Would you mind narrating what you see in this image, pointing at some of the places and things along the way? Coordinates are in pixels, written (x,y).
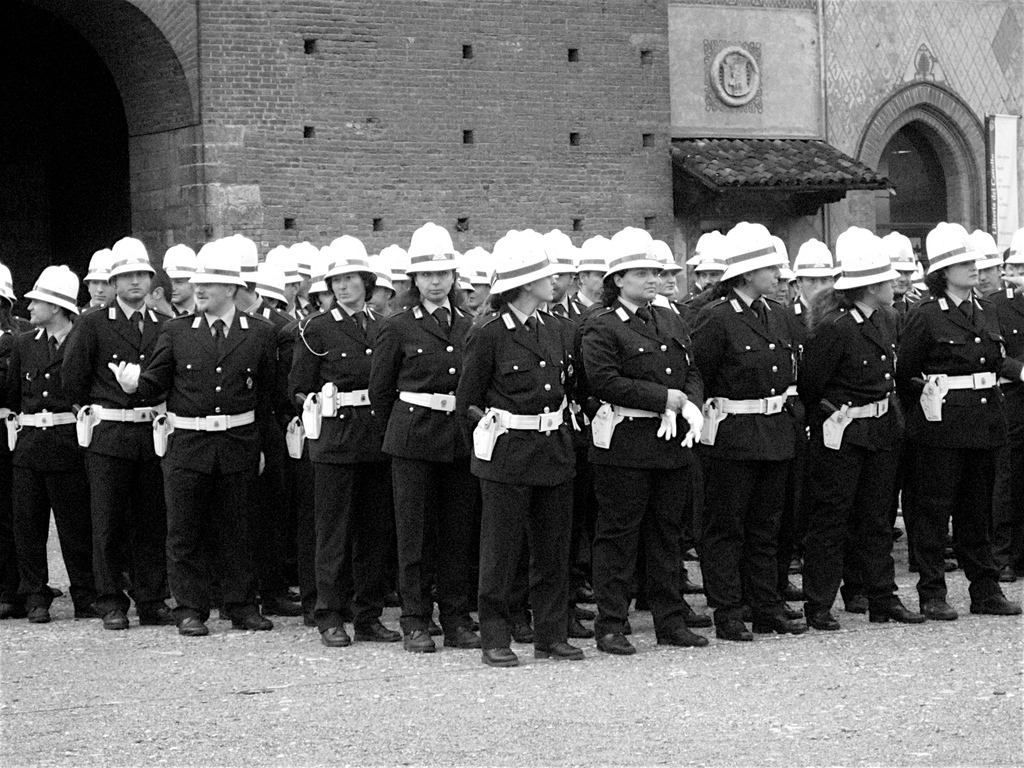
In this picture we can see so many people (500,451) are standing on the ground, they all are wearing helmets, behind we can see the building (648,132).
